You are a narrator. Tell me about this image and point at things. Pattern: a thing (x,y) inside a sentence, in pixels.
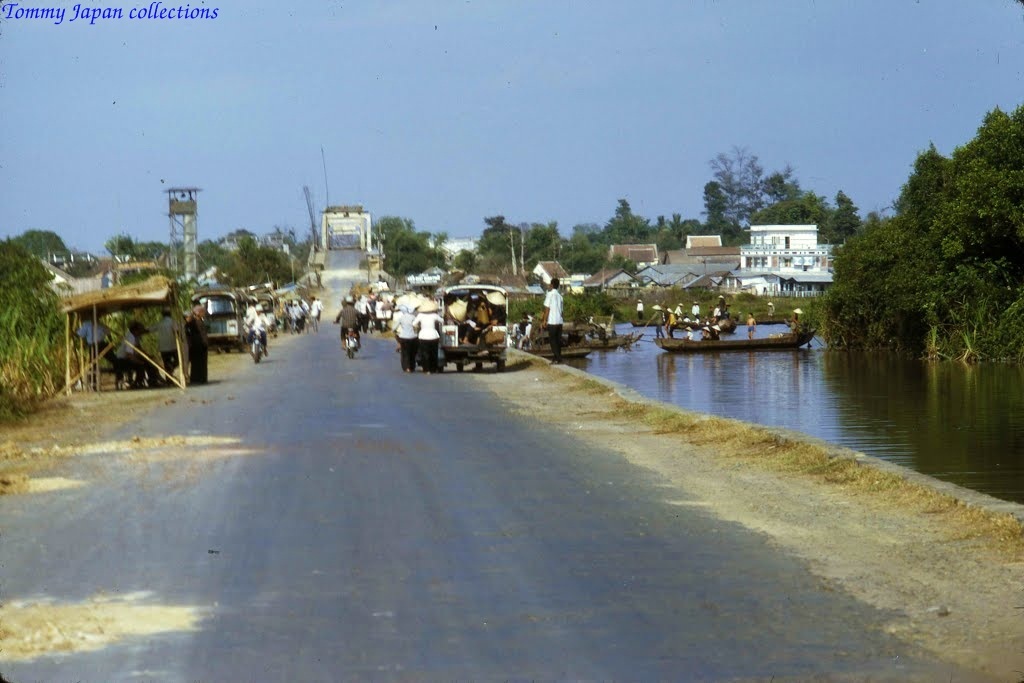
There are vehicles (234,347) and people (194,382) on the road (335,260). There are trees (15,301) at the left (33,296). There is water (733,355) at the right (809,366) and there are boats (646,324) on it. There are trees (407,268) and buildings (678,252).
